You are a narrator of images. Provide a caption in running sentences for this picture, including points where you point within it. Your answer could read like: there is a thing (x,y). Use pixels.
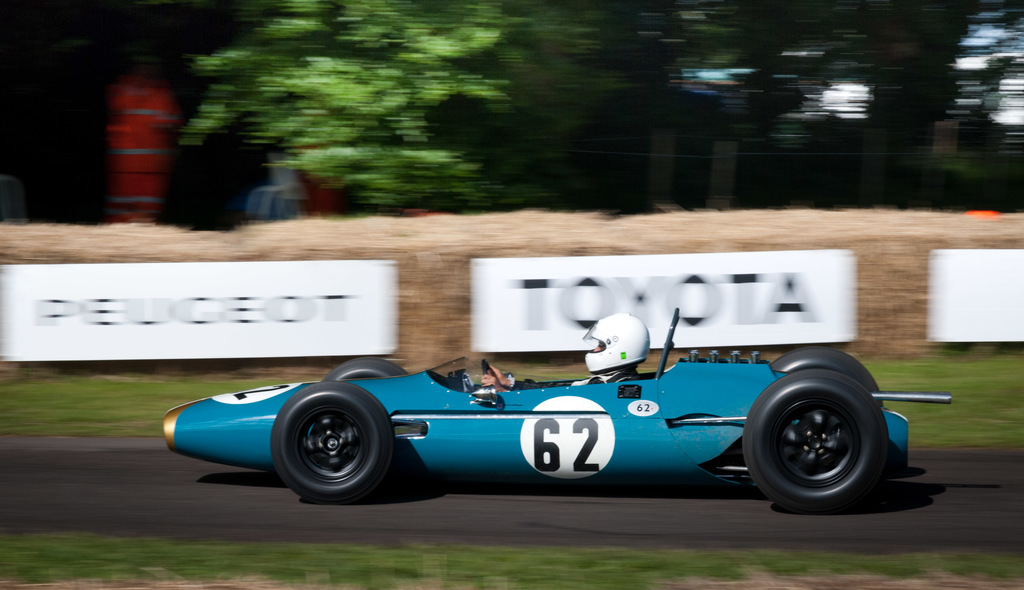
In this image I can see a road (412,505) in the front (174,464) and on it I can see a blue colour vehicle (612,404). In this vehicle (441,400) I can see a person (504,383) is sitting and I can see this person (622,339) is wearing white colour helmet (626,334). In the background (12,296) I can see few white colour boards (997,267), number of trees (357,162) and on these boards (811,313) I can see something is written. On the top left side of this image (157,107) I can see an orange colour thing (110,169). I can also see this image is little bit blurry in the background (671,202) and on this vehicle (574,447) I can see something is written.
